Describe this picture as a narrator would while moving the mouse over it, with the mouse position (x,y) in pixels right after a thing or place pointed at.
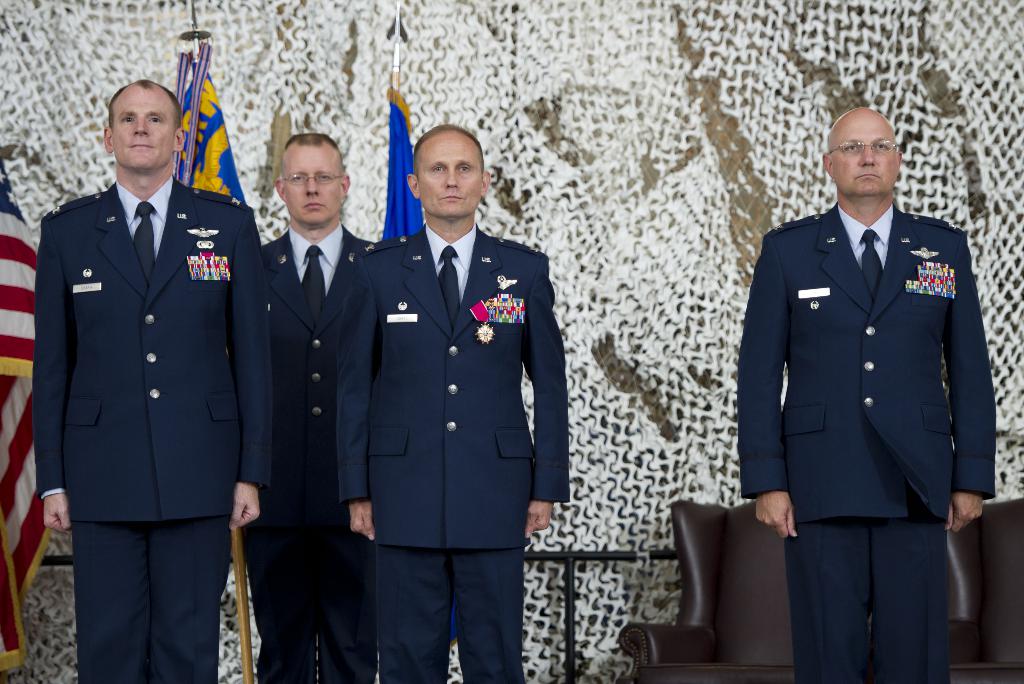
In this image we can see people (412,366) in costumes (247,291) and we can also see chair (720,536), rods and flags (411,146).
